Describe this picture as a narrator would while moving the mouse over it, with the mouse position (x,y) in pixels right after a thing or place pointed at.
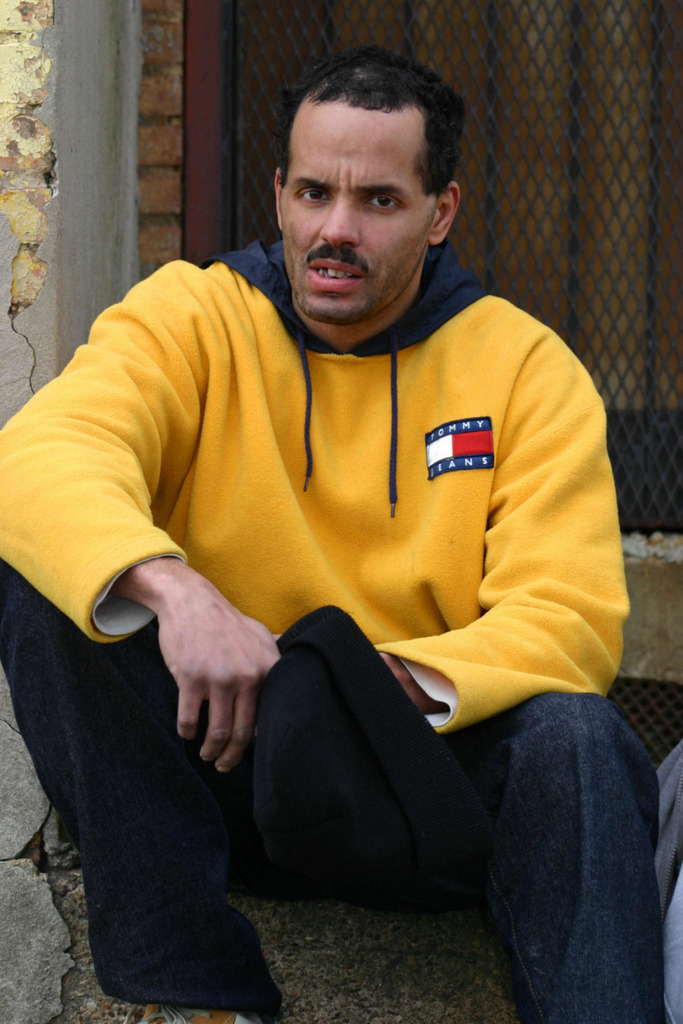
A man (589,791) is sitting wearing a yellow color hoodie (358,535) and a pant (589,919). He is holding a black cap (316,673) in his hand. There is a window (482,35) behind him which has a mesh (610,412).
